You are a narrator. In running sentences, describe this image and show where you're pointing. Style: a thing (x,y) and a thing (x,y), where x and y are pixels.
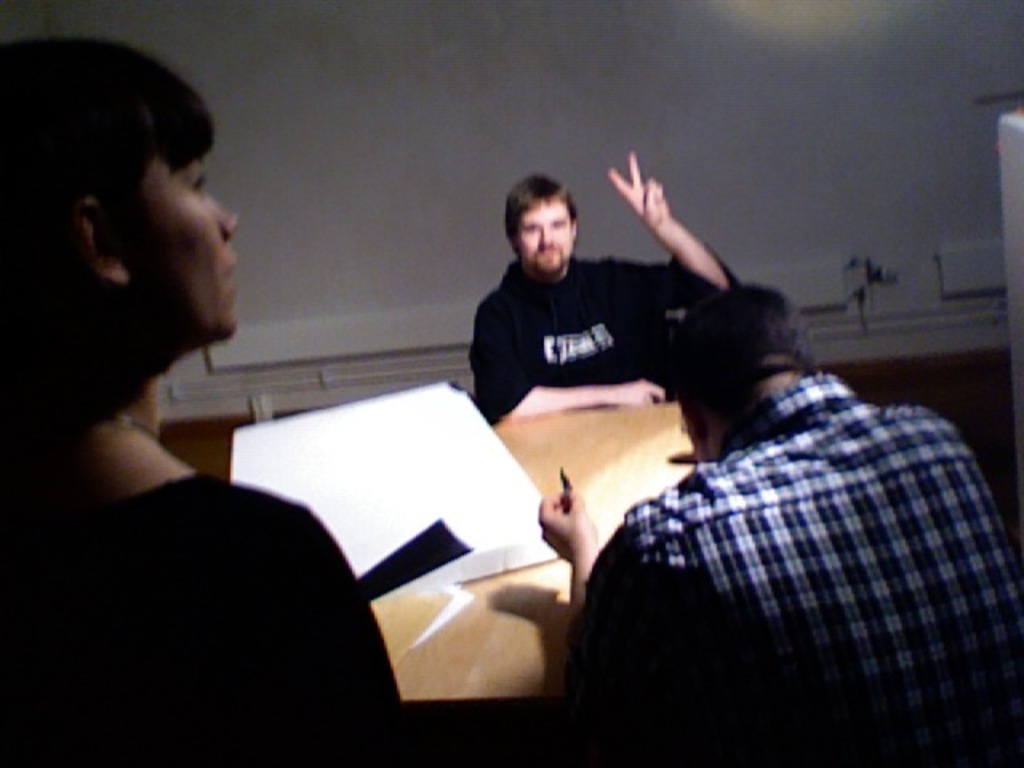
This picture shows couple of men (749,481) seated on the chairs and we see a woman (53,690) seated. We see papers (269,439) on the table (625,441) and we see white color wall (408,157) on the back (487,154).
